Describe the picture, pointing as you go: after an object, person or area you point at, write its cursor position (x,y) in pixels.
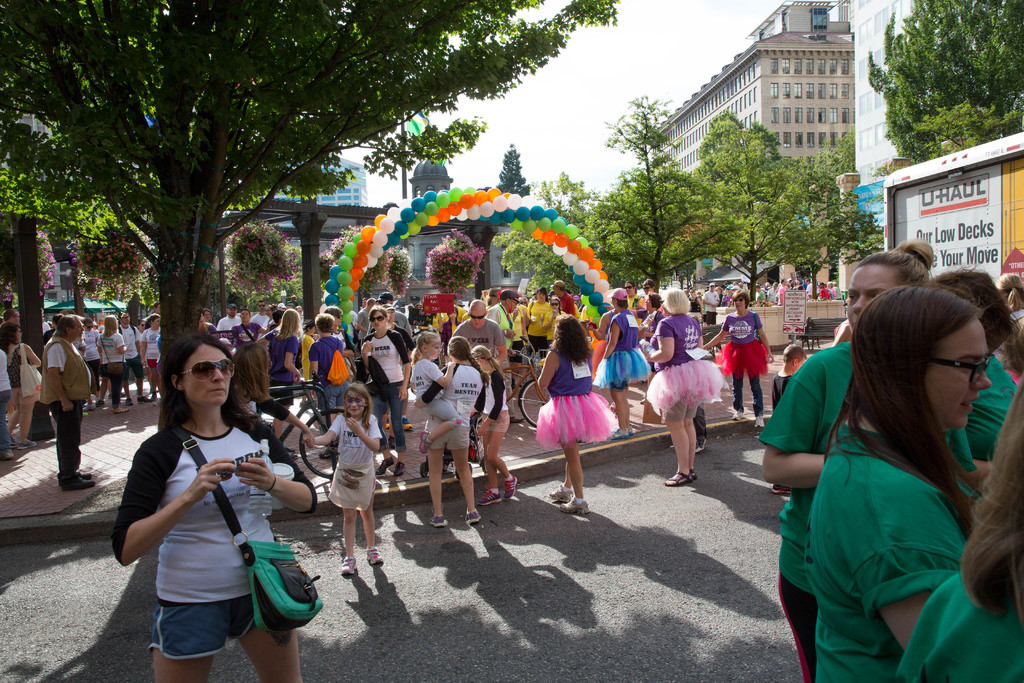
In this image we can see people (571,387) on the road (564,597). There are balloons (365,236), trees (294,164), buildings (756,94), sky (624,96).
